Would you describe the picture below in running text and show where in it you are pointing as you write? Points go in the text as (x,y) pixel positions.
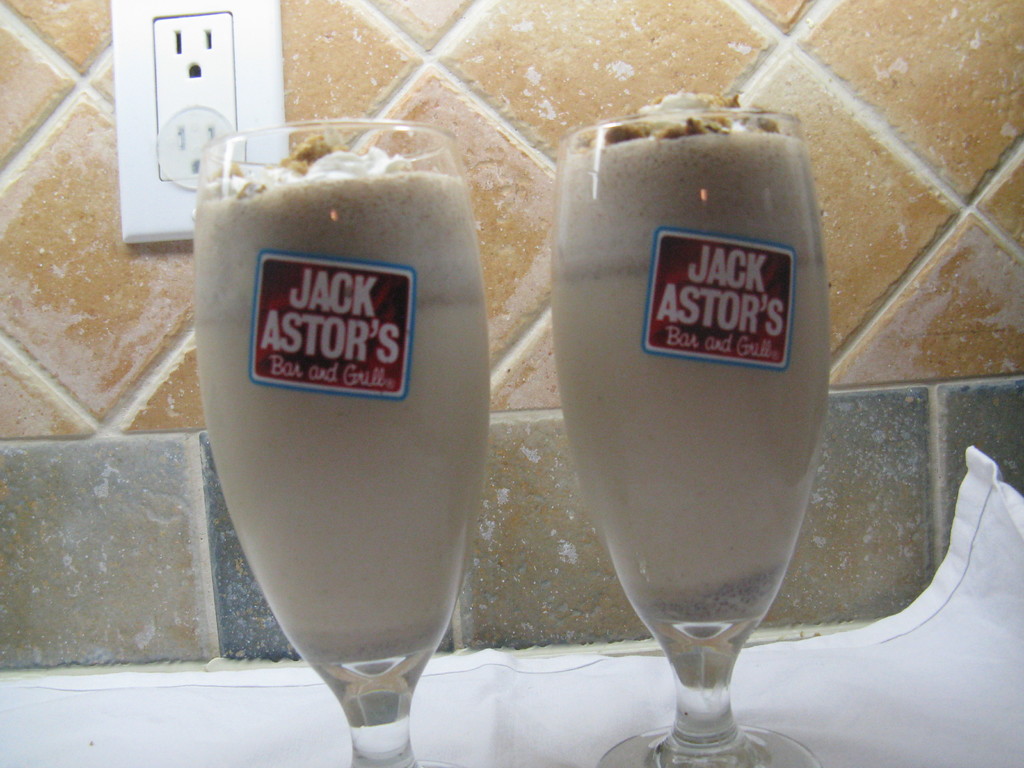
In this image we can see two glasses (455,331), and some liquid (257,436) in it, there is the label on it, at back (45,261) there is a wall (609,19).
